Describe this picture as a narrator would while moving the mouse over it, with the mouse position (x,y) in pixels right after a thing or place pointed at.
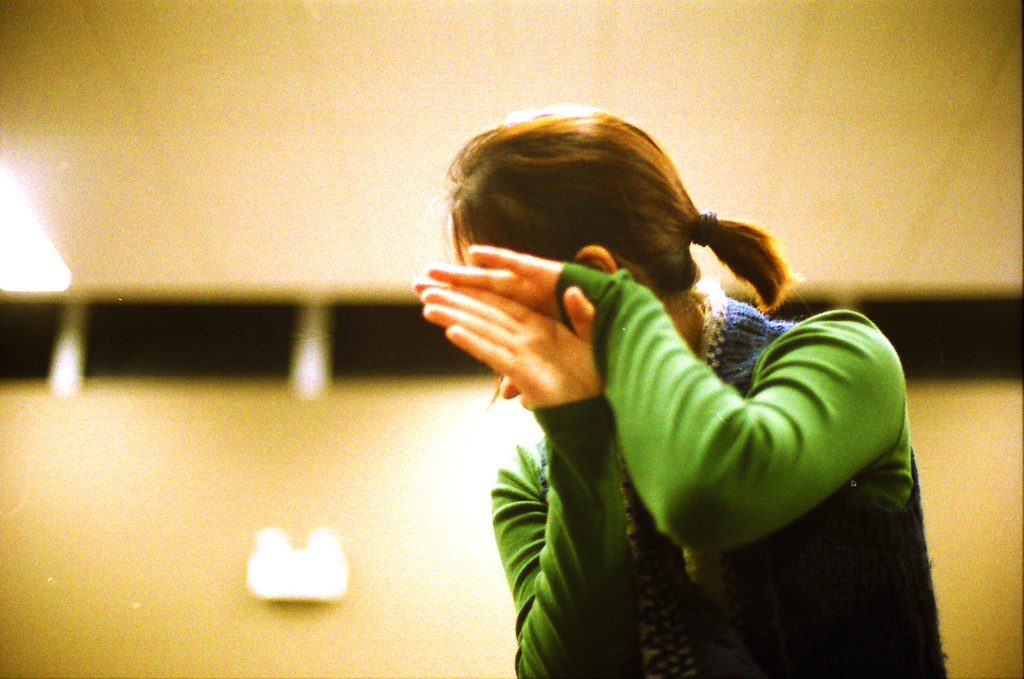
In this image I see a girl (595,333) over here who is wearing green color top (768,502) and in the background (444,456) I see the wall (983,416) and I see the black color things (394,338) and I see the light (38,230) over here.
